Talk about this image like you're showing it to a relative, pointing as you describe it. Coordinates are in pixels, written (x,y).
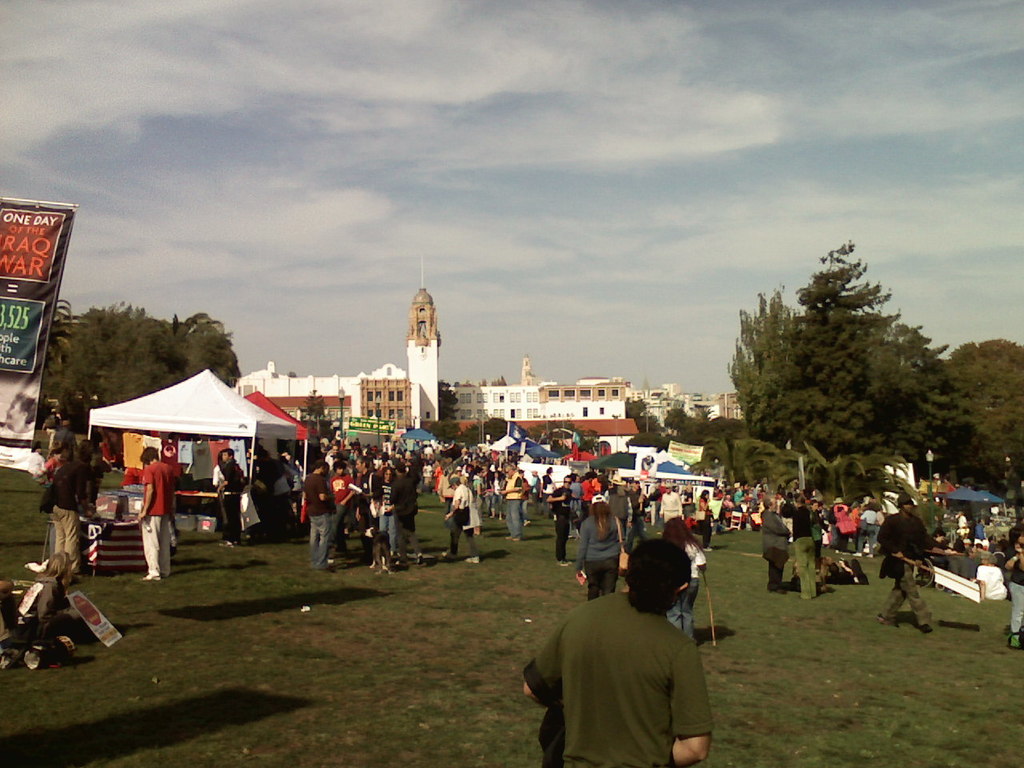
In the picture we can see a grass surface (439,732) on it, we can see many people (695,757) are standing and some people (695,757) are walking and beside them, we can see some stalls (144,563) under the tent (90,424) and in the background (297,415), we can see buildings (403,423) near to it we can see trees (900,450) and behind it we can see a sky (490,187) with clouds (701,251).
